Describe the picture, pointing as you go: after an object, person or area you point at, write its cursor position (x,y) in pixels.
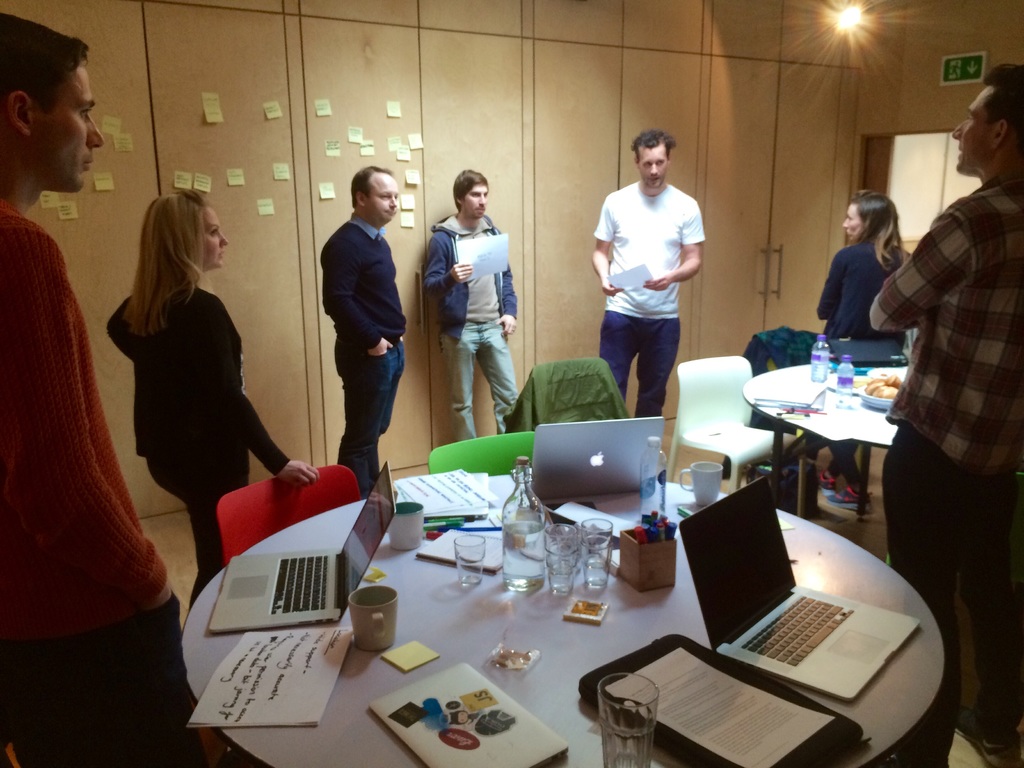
There is a group of people (662,365) five boys (624,341) and 2 girls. They are talking. One boy (623,258) is holding a paper (622,277) and another boy (657,282) is talking something. The girl (221,445) is holding a chair (261,485) another girl (874,278) is sitting on a table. Here is a table (485,602) the above of the table (426,599) like glass (572,573), laptop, papers (663,681), file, cup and pen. We can see background (579,316) there is a cupboard (587,300) and light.
